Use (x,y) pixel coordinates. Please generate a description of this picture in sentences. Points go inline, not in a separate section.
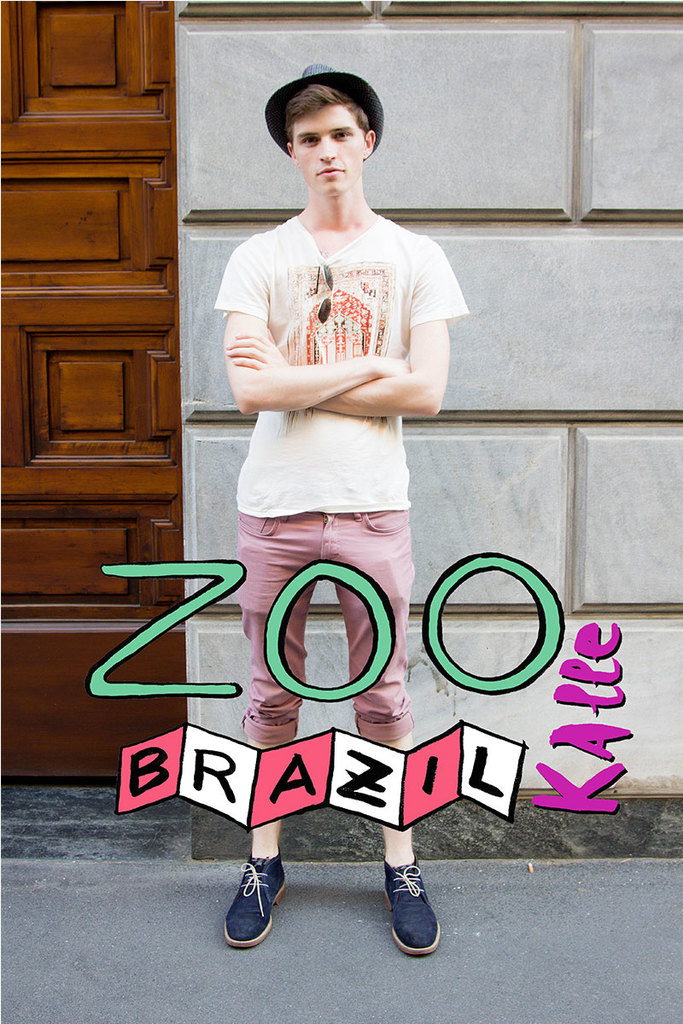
In this image there is a boy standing in front of the building (184,809), beside that there is a door (52,36).
